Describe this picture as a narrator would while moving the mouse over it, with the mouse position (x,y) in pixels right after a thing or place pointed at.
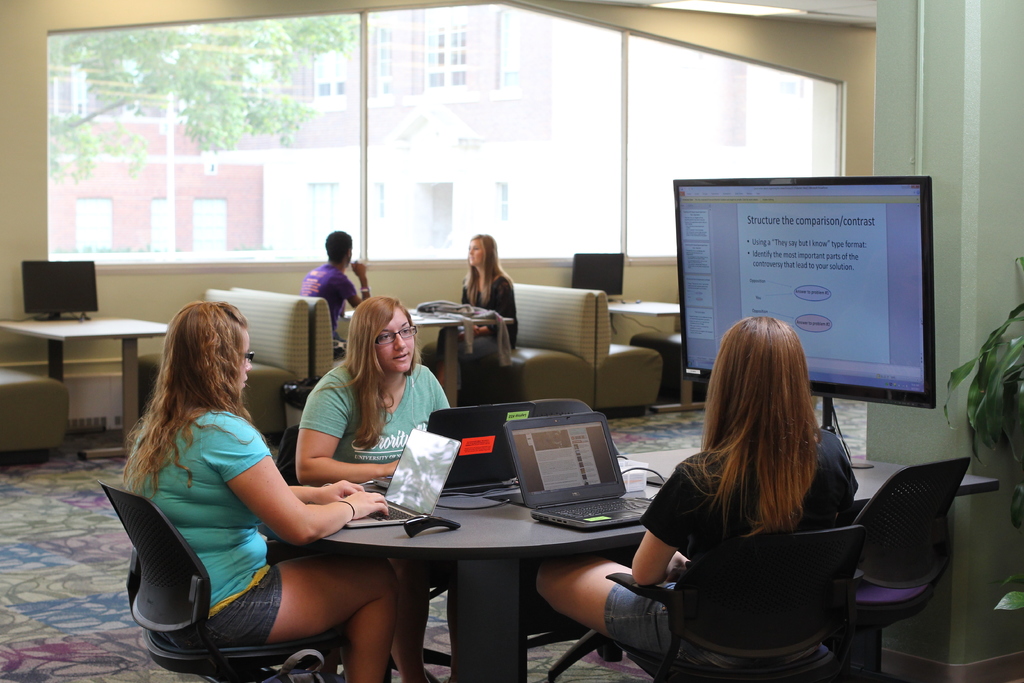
There are three women (675,497) sitting around the table (449,502) and working. In front of them, there is a monitor (810,287) which is on the table (518,490). In the background (496,272), there are two persons (496,272) sitting and facing each other, a glass window (459,171), tree (197,94), buildings (307,98), monitor (78,275) on the table (100,455), floor (91,472) covered with carpet (96,530) and some other materials (677,341).
